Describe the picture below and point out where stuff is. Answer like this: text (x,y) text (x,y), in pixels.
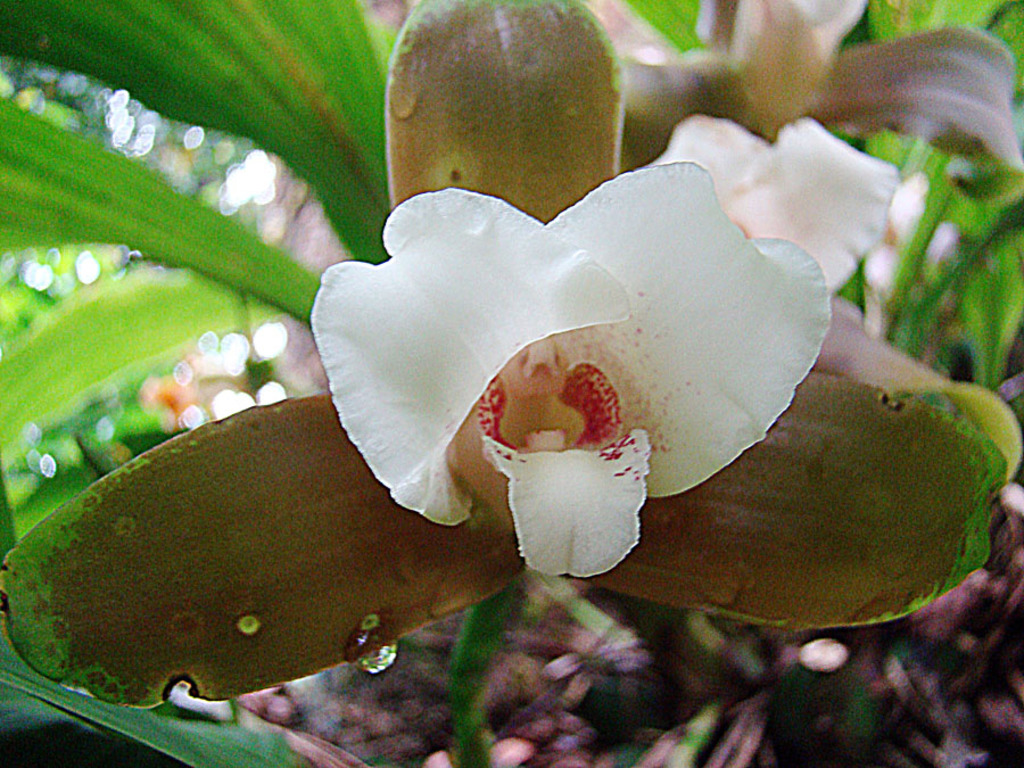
In the foreground of the picture (498,133) we can see a flower (470,293) and there are leaves (509,562) and water droplet (377,669). In the background (2,431) there is greenery (78,215) and there are flowers (806,187) also.
